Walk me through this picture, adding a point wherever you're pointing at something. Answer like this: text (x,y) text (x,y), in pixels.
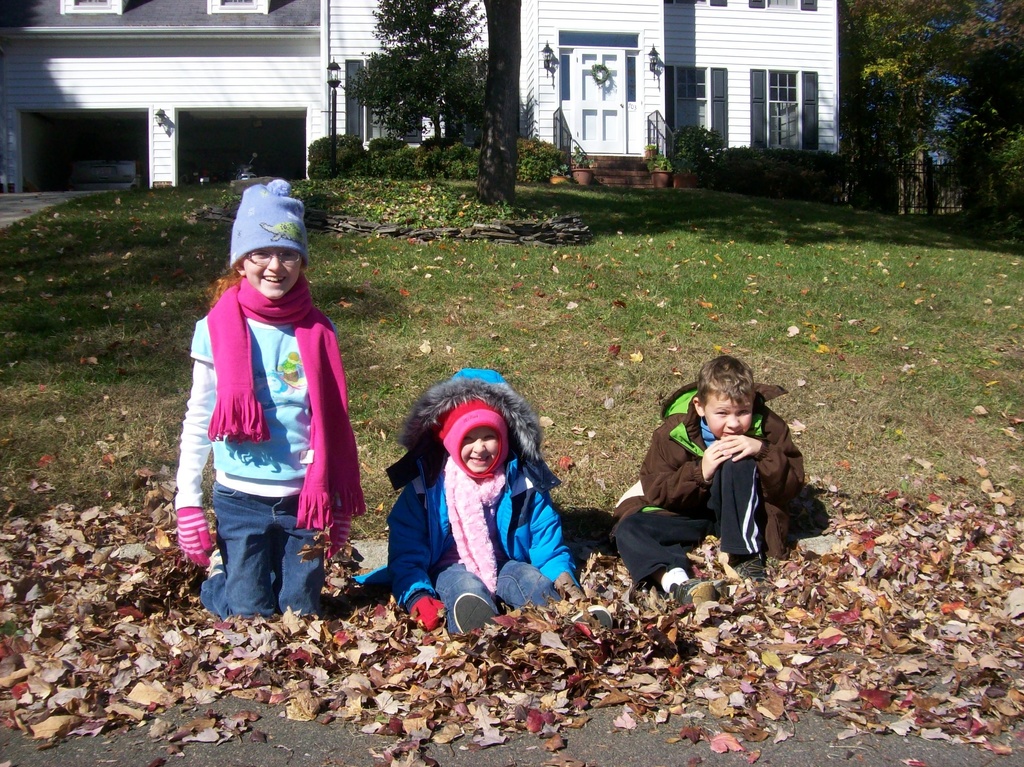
In the middle of the image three children (248,295) are sitting and smiling. Behind them there is grass (967,287) and plants (395,154) and trees (939,133) and building (125,22). At the bottom of the image (469,682) there are some leaves (10,623).
